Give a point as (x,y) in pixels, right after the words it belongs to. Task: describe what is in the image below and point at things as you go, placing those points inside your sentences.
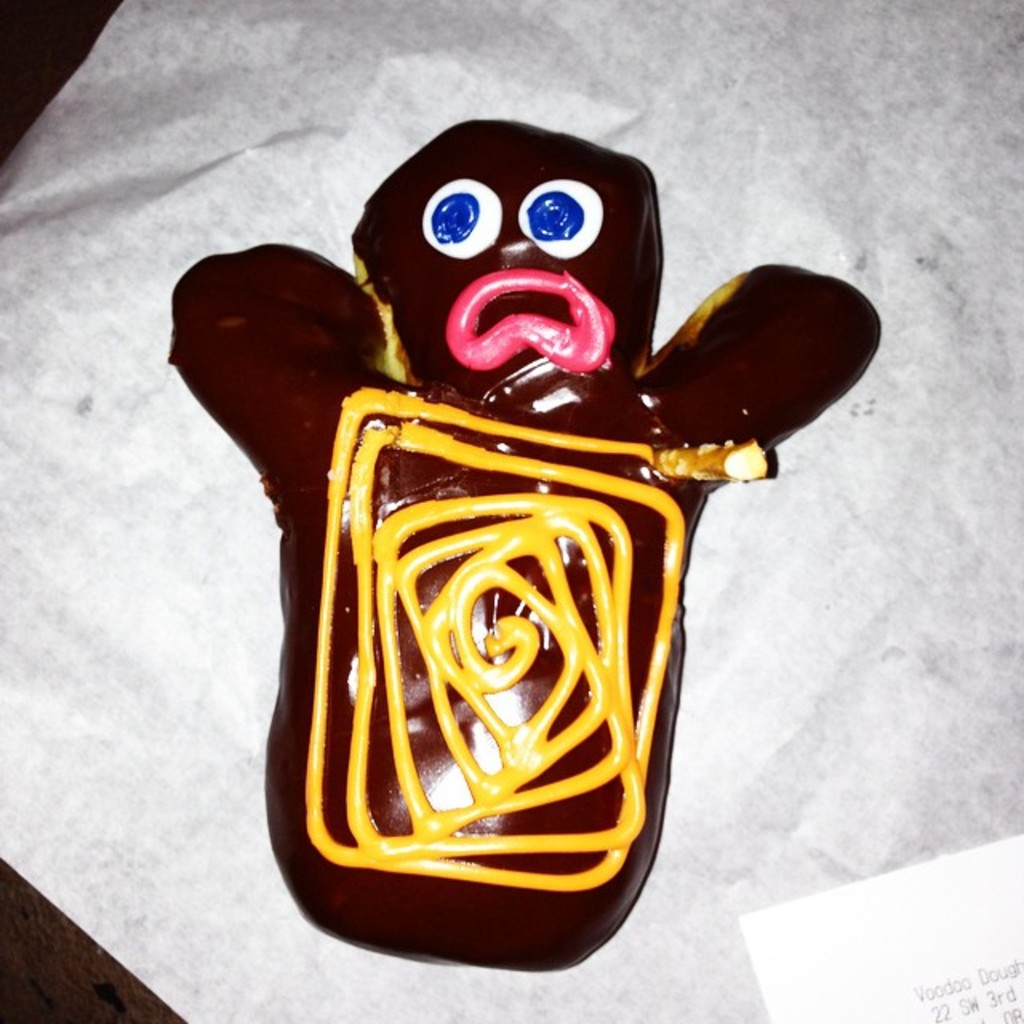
In the center of the image (511,667) there is a cake (487,579), paper (863,954) and a napkin (133,815) placed on the table (43,971).
